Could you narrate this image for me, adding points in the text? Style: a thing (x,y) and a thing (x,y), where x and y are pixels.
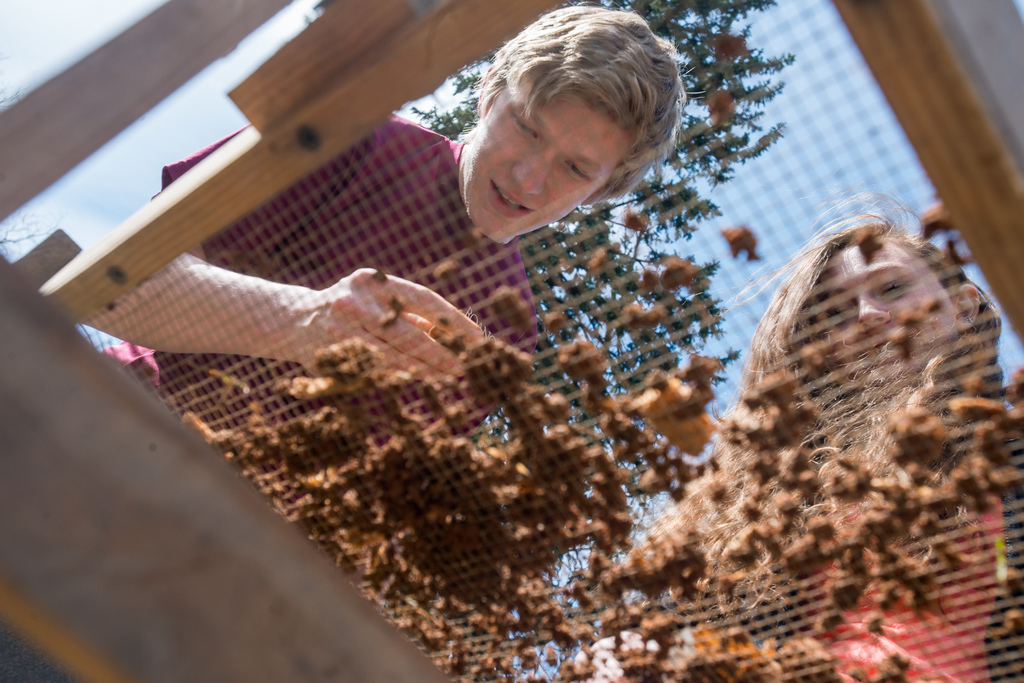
In this image we can see a mesh (767,223) with a wooden texture (342,106). Through the mesh (681,332) we can see two persons (205,311), tree (677,278) and the sky (837,151). On the mesh (113,306) there are some objects (647,473). On the left side (41,362) bottom of the image (187,558) there is an object (206,460).
